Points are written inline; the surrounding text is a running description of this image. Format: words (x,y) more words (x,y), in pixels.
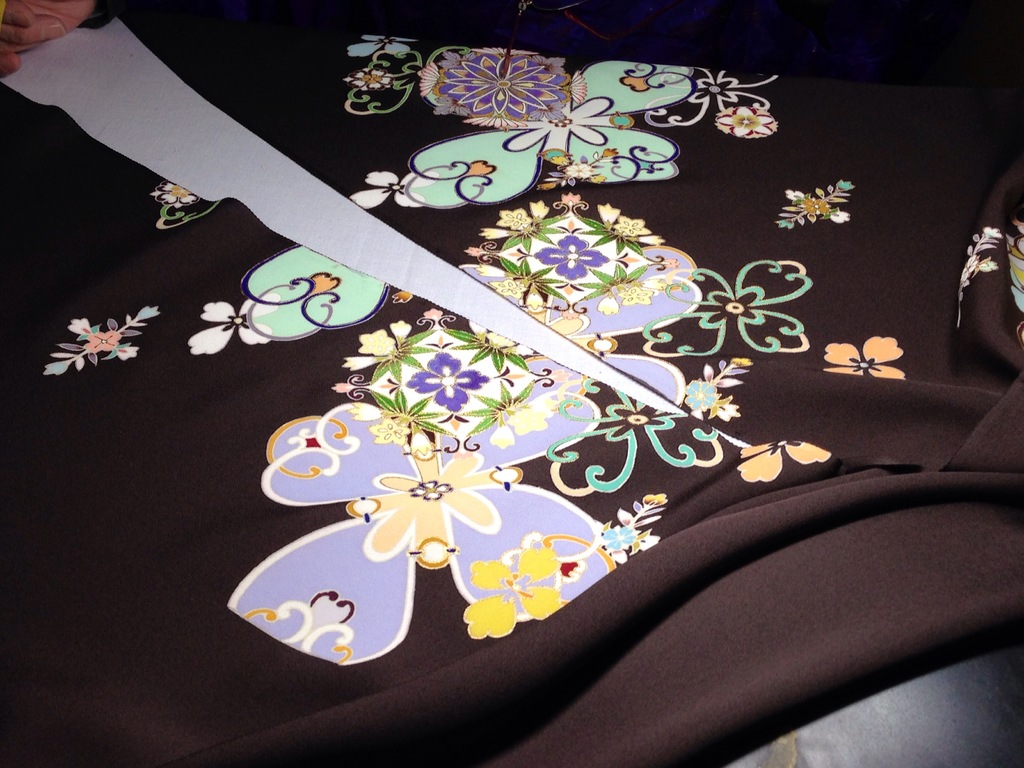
In the picture we can see a black color cloth (562,320) some designs (322,564) on it and which is cut in the middle of the cloth (846,592).
